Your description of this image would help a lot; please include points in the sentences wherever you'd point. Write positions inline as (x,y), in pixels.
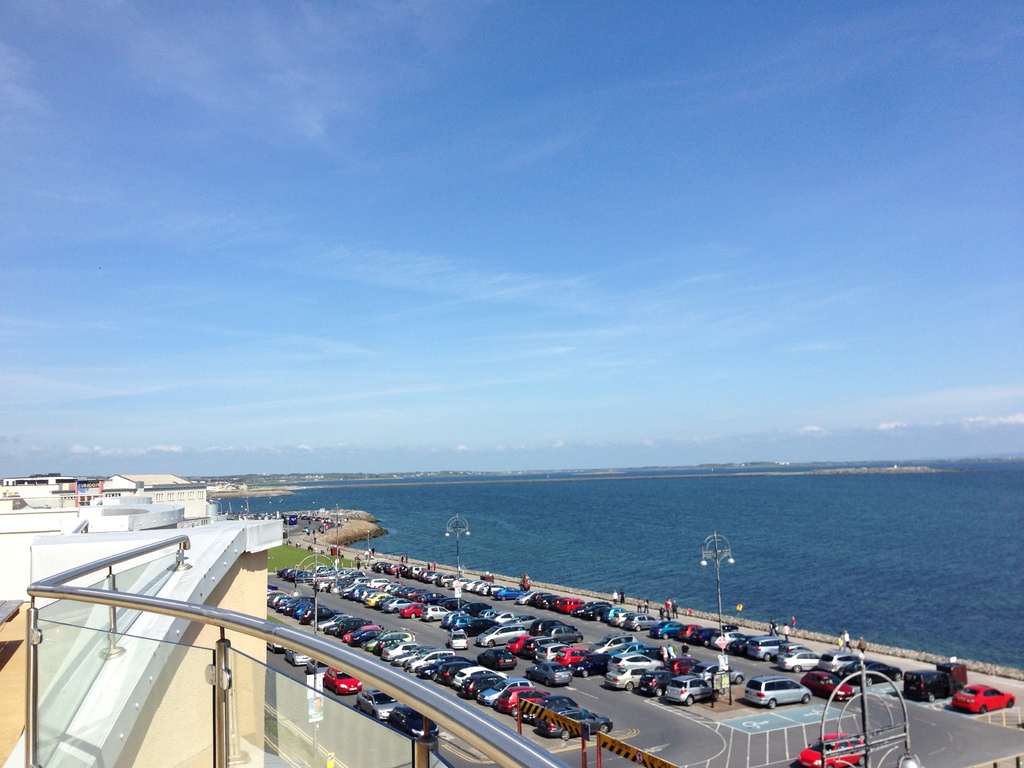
In the bottom left corner of the image (322,650) we can see fencing (59,755). Behind the fencing (452,765) we can see some vehicles (412,573), poles (336,561), grass (284,561) and few people (360,565) are standing and walking. In the middle of the image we can see water (1005,511) and buildings (232,528). At the top of the image (265,149) we can see some clouds (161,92) in the sky (14,164).
